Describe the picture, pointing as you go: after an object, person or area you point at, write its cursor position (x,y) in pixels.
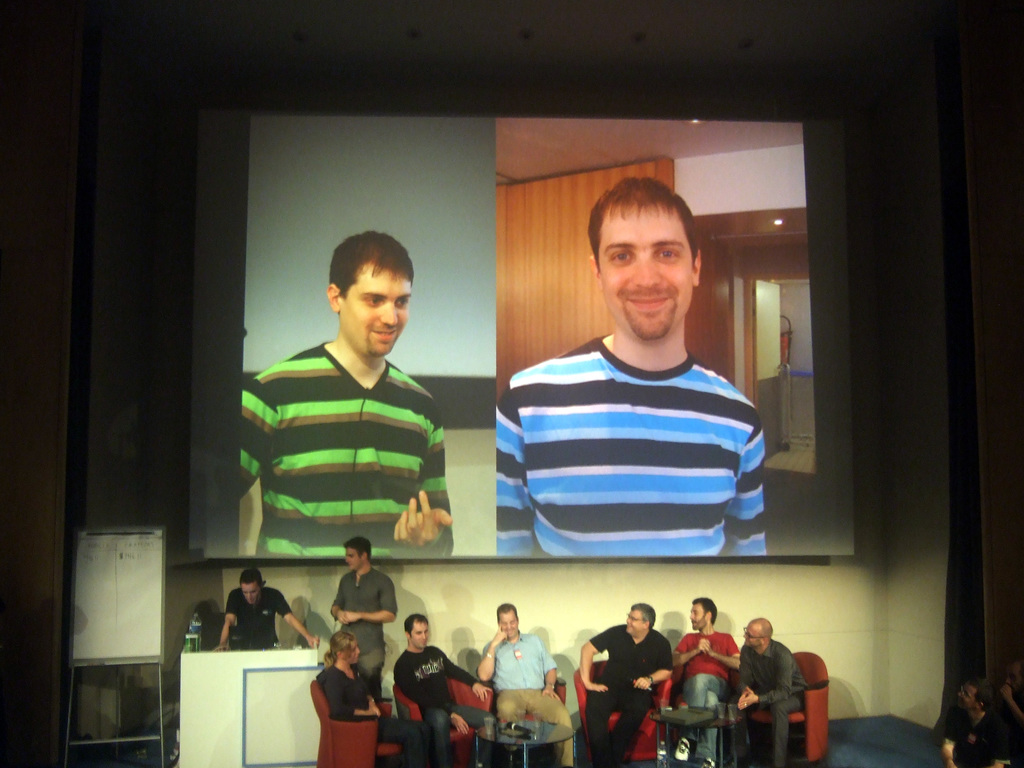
In this image, we can see persons (368,672) wearing clothes (355,632). There are some persons (791,693) sitting on chairs (818,670) in front of tables (728,725). There is a board (97,602) in the bottom left of the image (123,636). There is a screen (435,480) in the middle of the image (506,485).
